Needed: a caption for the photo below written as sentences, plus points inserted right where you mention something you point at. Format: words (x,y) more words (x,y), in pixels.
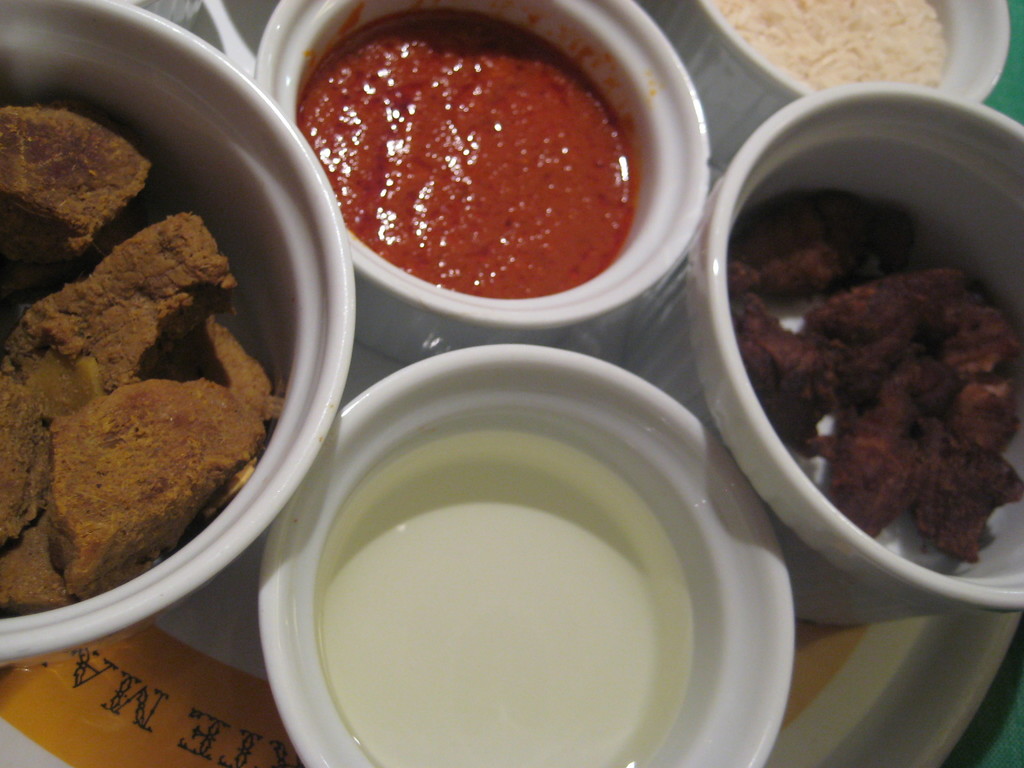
In this picture, we can see a table (990,745), on that table (976,741), we can see a plate (845,689). On that plate (798,697) there are some bowls (731,719) which are filled with some liquids (590,624) and food items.
